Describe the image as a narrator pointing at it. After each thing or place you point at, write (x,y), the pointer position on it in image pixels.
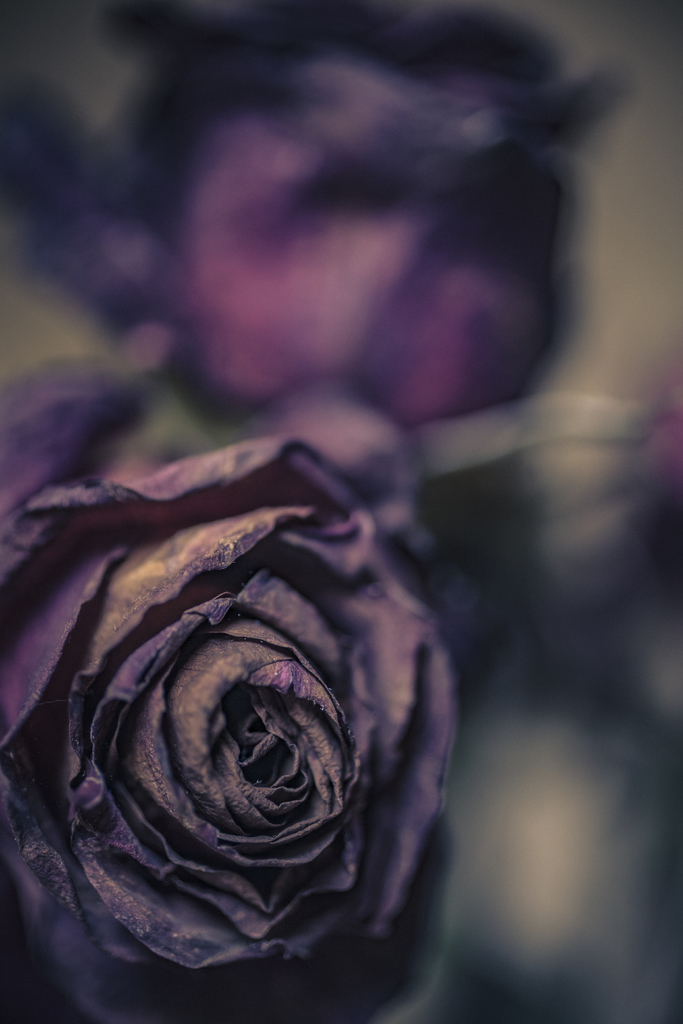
In this image we can see there is a flower (212,691) and at the back (372,362) it looks like a blur.
